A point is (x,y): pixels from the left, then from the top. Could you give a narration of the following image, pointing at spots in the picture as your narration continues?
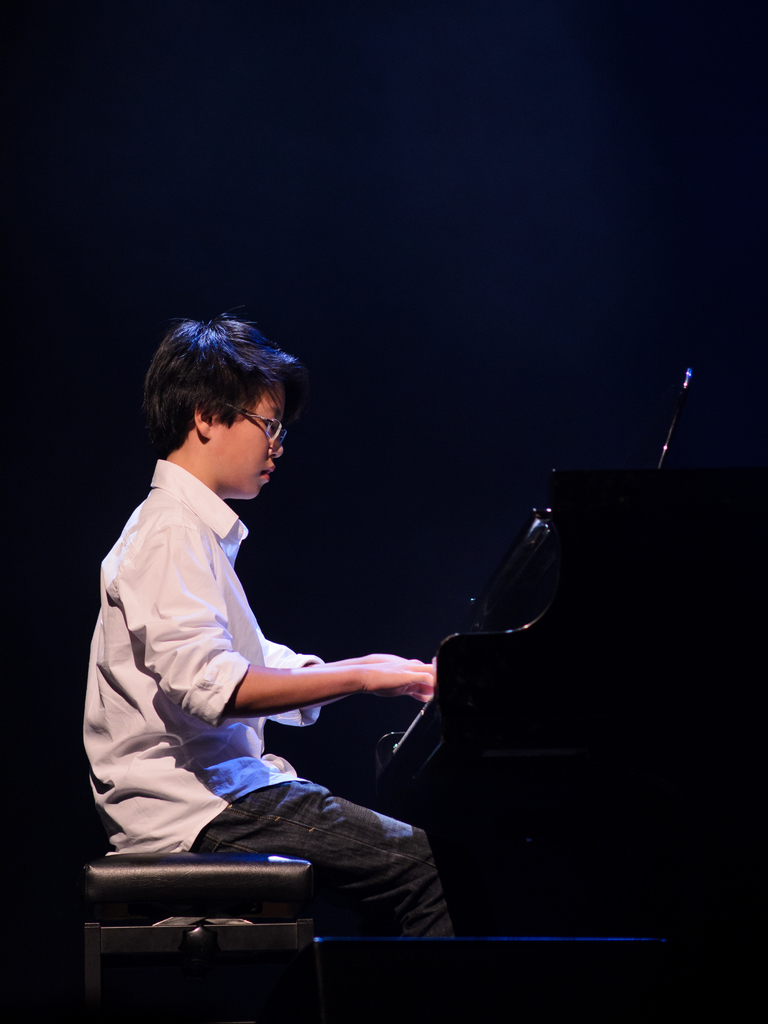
In this image, we can see a kid (182,535) wearing clothes (218,639) and sitting on a stool (183,918). There is a piano (604,583) on the right side of the image (644,580).
